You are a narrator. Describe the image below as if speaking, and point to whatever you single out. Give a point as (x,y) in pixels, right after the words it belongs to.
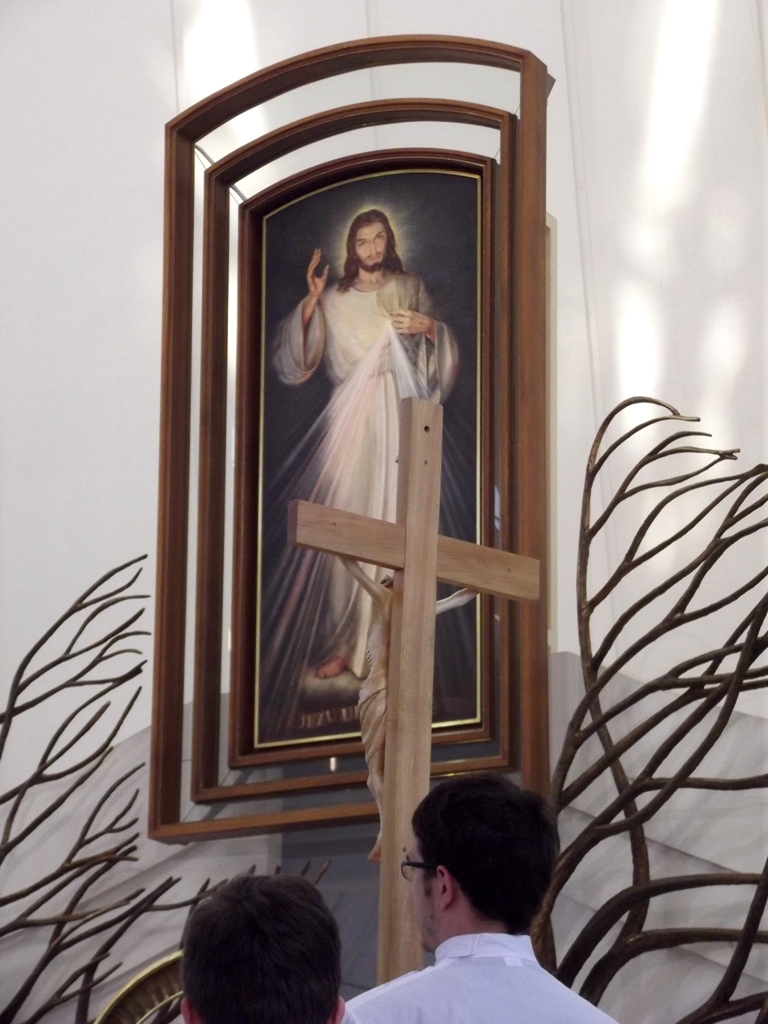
In this image we can see two persons (305,979) at the bottom (485,969). Also there is a cross (399,647). On the cross (411,624) there is a statue (366,702). And we can see branches (97,806). And there is a photo frame (338,359) on the wall (683,281).
